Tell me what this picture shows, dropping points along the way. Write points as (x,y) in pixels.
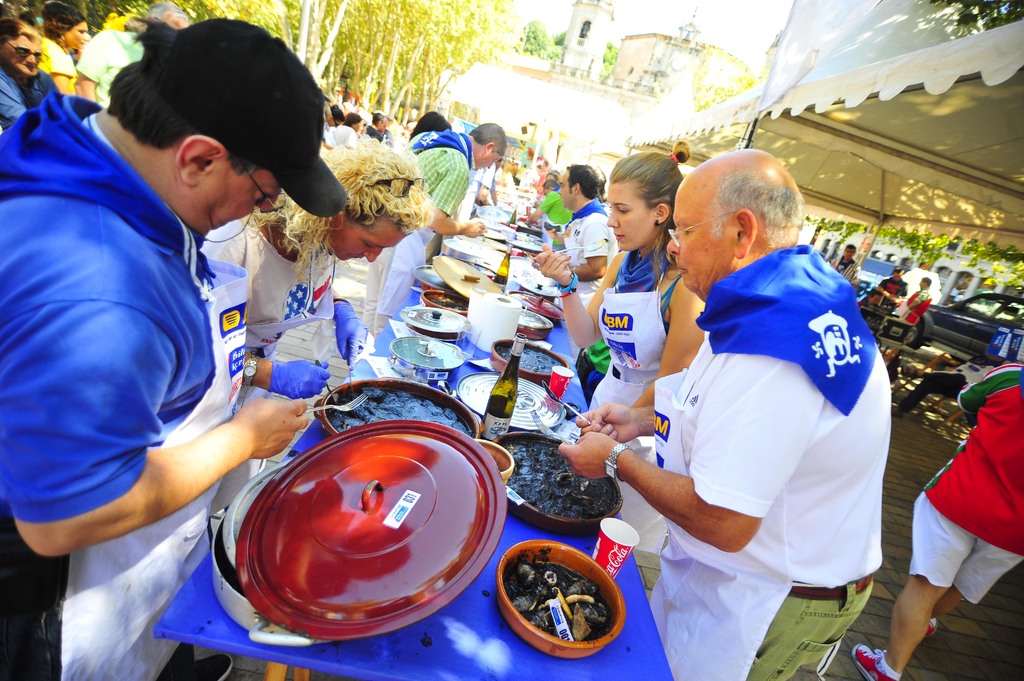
In the middle of the image (618,280) few people (24,171) are standing and holding something and there is a table (402,656), on the table (335,666) there are some plates (518,447) and bowls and bottles (504,266) and cups (516,254) and food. At the top of the image (697,127) there are some trees (1019,0) and buildings (519,68) and tents (956,122).
